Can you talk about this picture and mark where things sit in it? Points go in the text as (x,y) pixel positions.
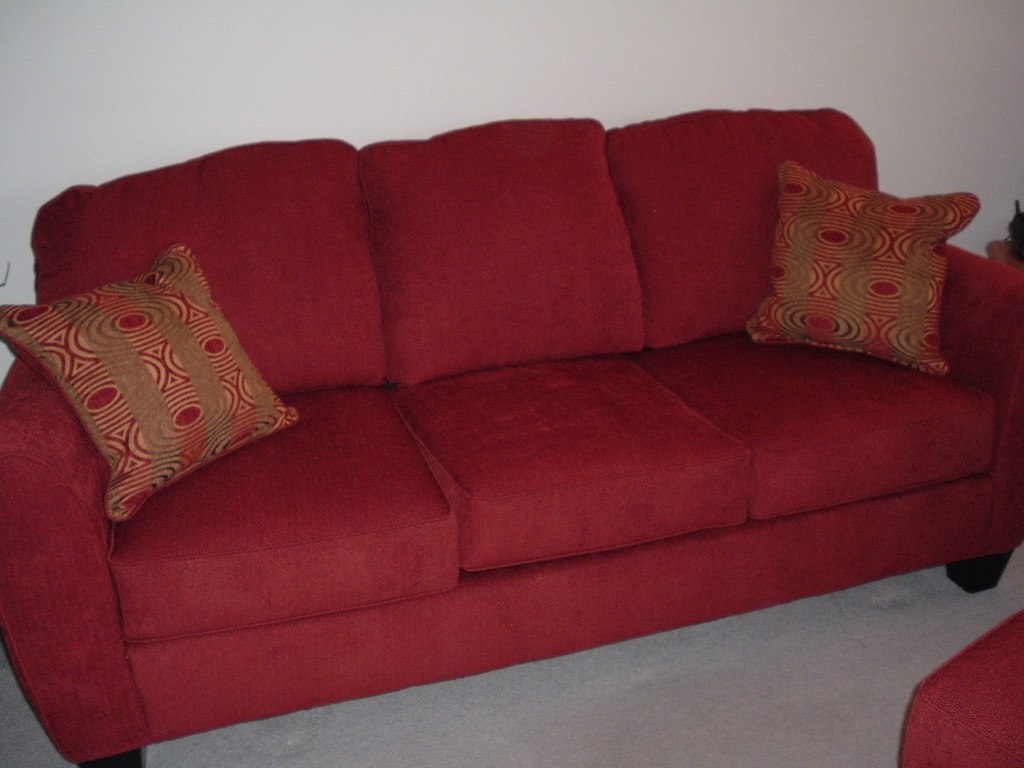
In this image, there is a sofa (386,354) on which two cushions (848,261) are kept and the sofa (544,204) is red in color. In a middle corner of the image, table (1005,248) is visible on which vase (1019,231) is kept. In the background (956,49) wall (264,24) is visible which is white in color. It looks as if the picture is taken inside a room (627,212).
